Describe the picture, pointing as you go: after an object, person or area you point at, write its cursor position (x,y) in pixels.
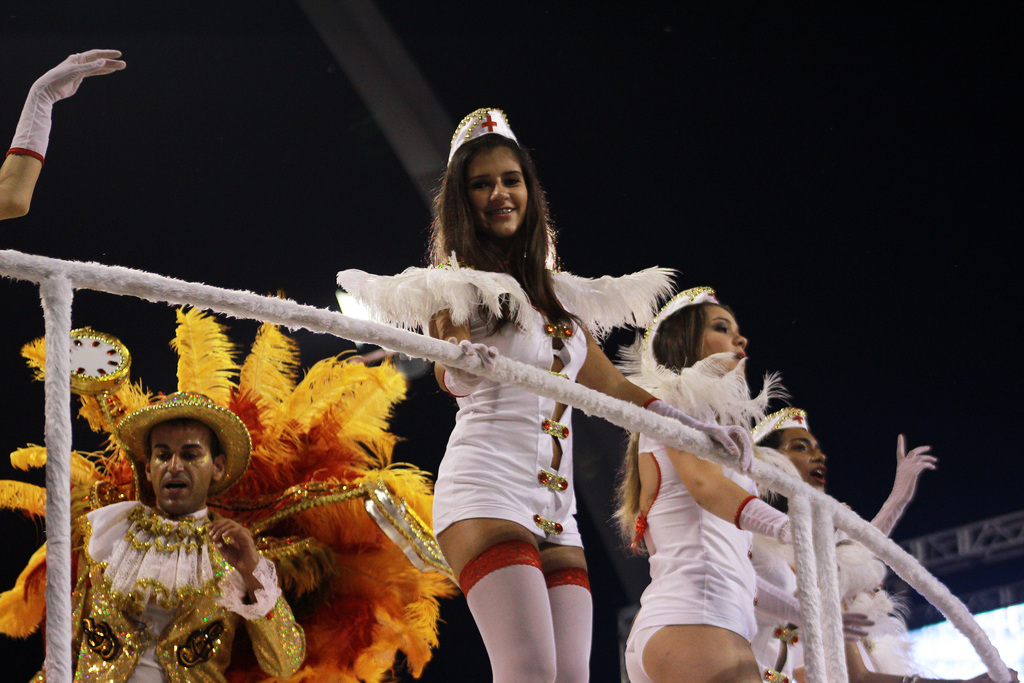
In this image we can see few people (499,608) wore costumes (499,501). Here we can see rods (686,447). There is a dark background (266,118).
